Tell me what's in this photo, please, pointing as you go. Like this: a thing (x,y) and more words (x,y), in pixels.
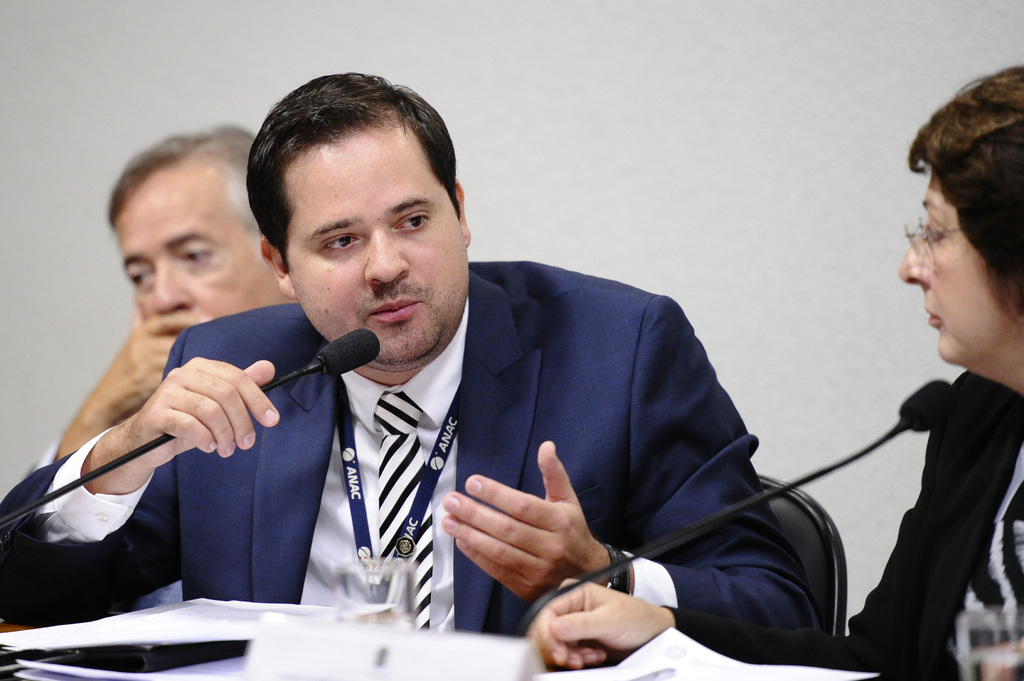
Here we can see three persons (488,302) sitting on chairs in front of a table (304,621) and on the table (302,612) we can see glass (369,582), papers (793,678). This man (248,420) is holding a mike (318,367) in his hand (181,435) and talking.
